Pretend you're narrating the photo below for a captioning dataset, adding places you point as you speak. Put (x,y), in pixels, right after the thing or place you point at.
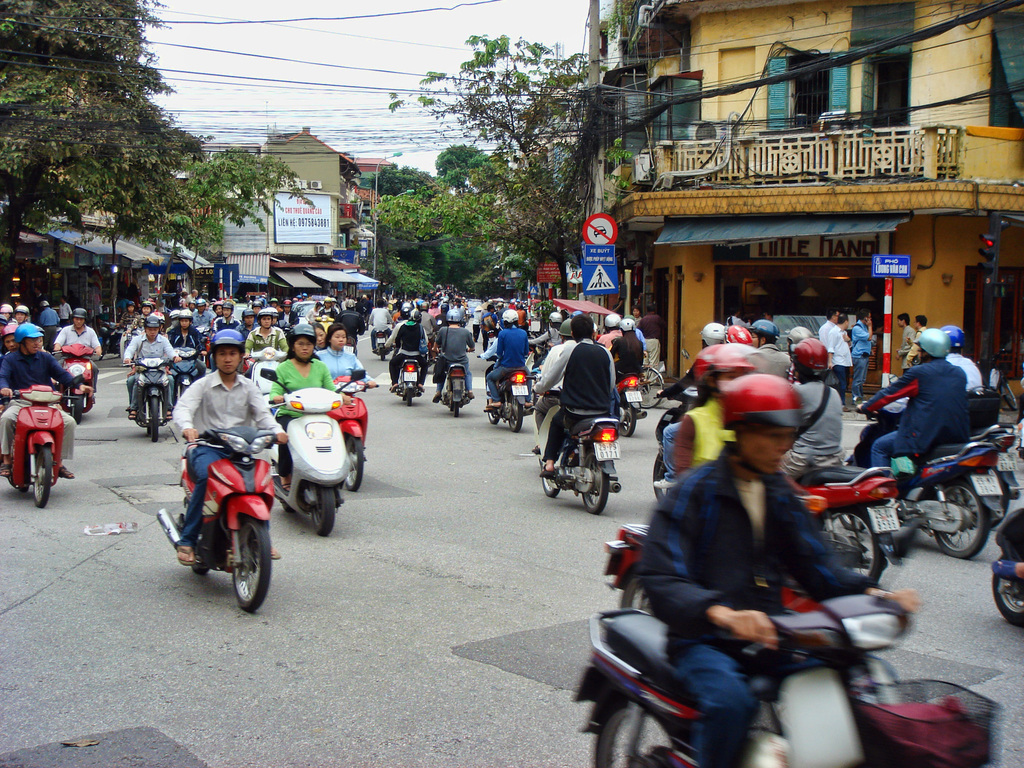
In this image I see number of people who are sitting on the bikes (614,707) and they are on the path (16,658). In the background (24,289) I see buildings (30,261), trees (44,152), wires (601,132) and people (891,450) over here.
